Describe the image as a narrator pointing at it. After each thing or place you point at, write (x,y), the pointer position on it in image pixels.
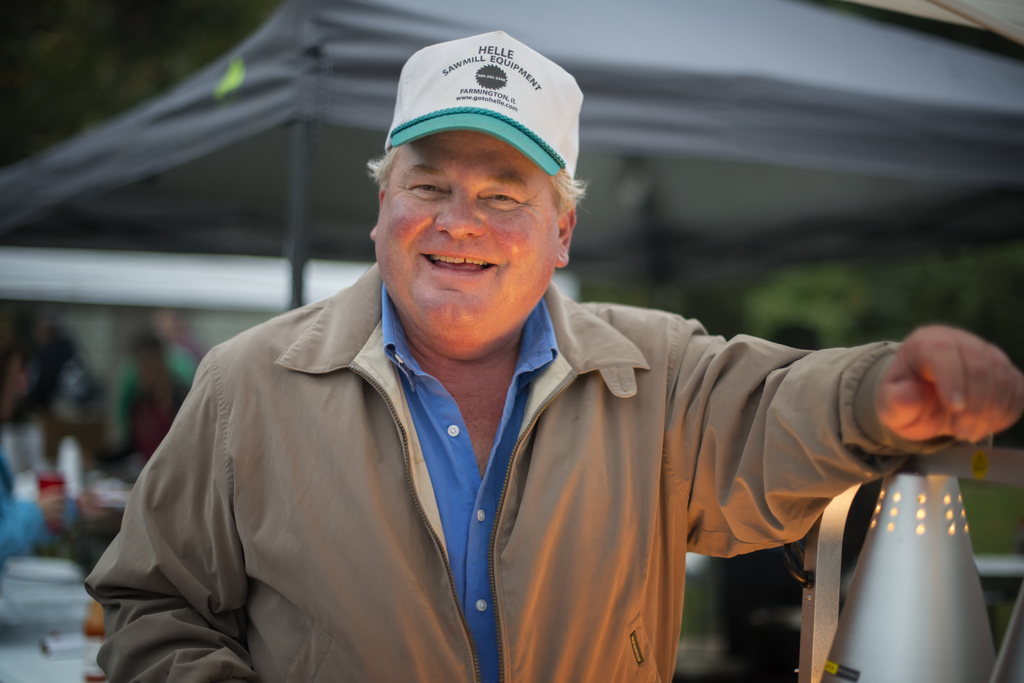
In this image there is a man (593,529) in the middle (489,446) who is laughing. He is wearing the white cap (472,73). He is keeping his left hand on the metal stand (920,532). There is a light (905,564) to the metal stand (972,462). In the background (352,143) there is a tent (352,143), Under the tent (256,118) there are so many people (135,368). It looks blurry in the background (200,290).
